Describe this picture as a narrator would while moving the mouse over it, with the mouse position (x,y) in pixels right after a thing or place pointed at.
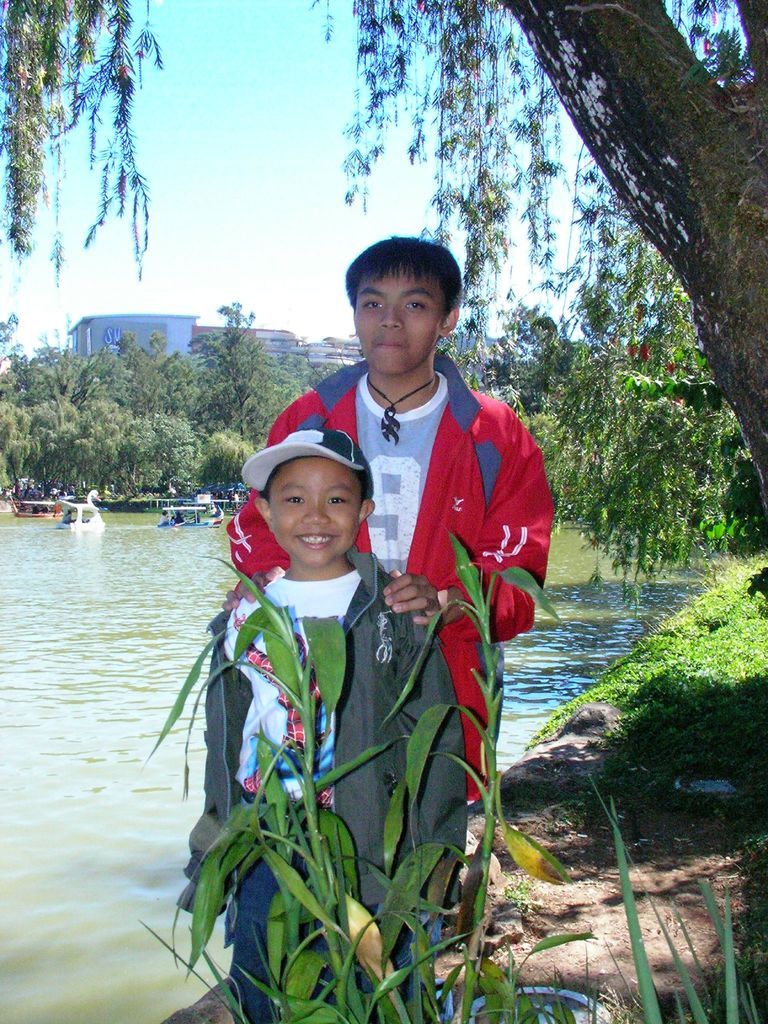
In the picture we can see two boys (395,555) are standing together and one boy (286,471) is smiling and he is with cap (332,444) and behind them we can see grass surface (746,566) and a tree (746,407) and beside them we can see water (544,653) and far away we can see some boats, trees (236,313), buildings (321,337), and behind it we can see a sky (44,289).
